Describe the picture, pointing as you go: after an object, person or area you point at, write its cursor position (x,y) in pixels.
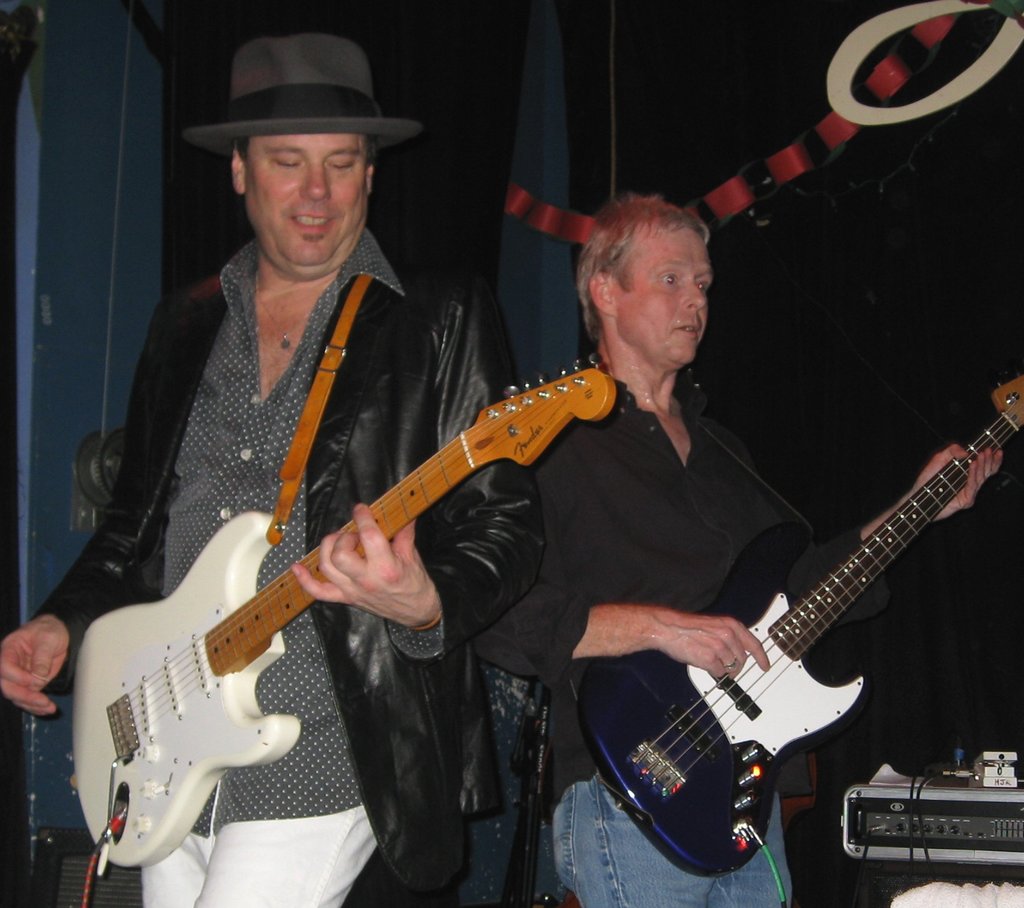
There are two persons (527,466) playing guitar (779,727) and the background (842,284) is black in color.
